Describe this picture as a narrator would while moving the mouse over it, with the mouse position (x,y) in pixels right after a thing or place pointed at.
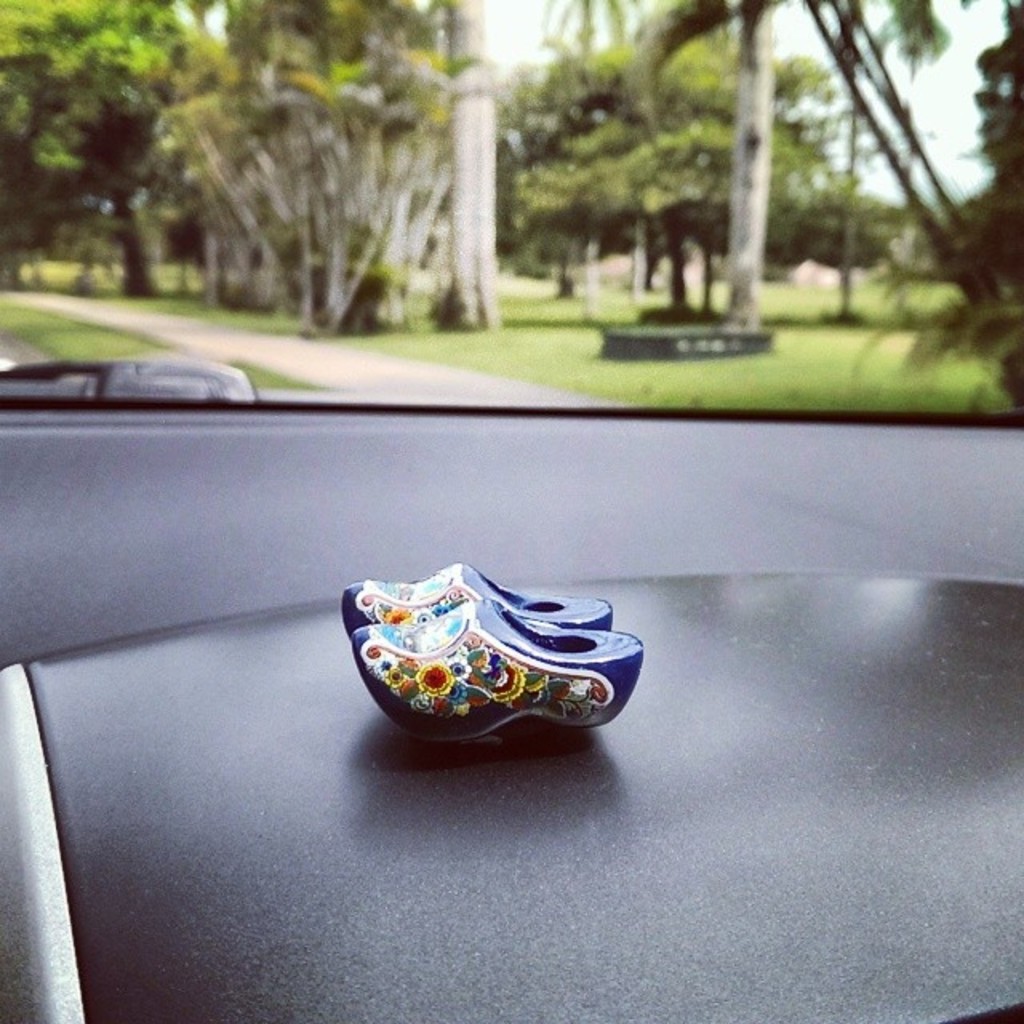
In this picture we can see objects (480,684) inside of a vehicle (775,787) and in the background (724,21) we can see trees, sky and some objects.
